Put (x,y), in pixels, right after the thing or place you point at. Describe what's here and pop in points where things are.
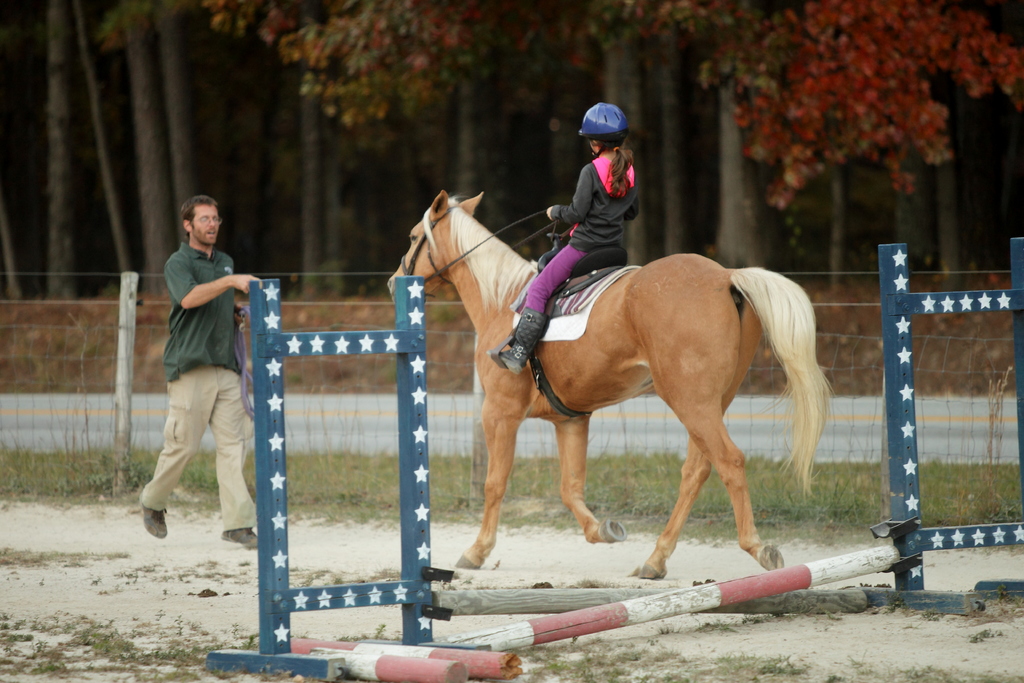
In this image, we can see a girl (595,219) is riding a horse (583,339) on the ground (586,561) and wearing a helmet (597,113). Here a person (214,338) is walking and wearing glasses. He is holding some objects (237,342) and talking. Here we can see few poles (408,539), grass (1000,510), fencing (379,453), rods (1022,527). Background (937,98) there are so many trees (385,156) and road (638,432).
